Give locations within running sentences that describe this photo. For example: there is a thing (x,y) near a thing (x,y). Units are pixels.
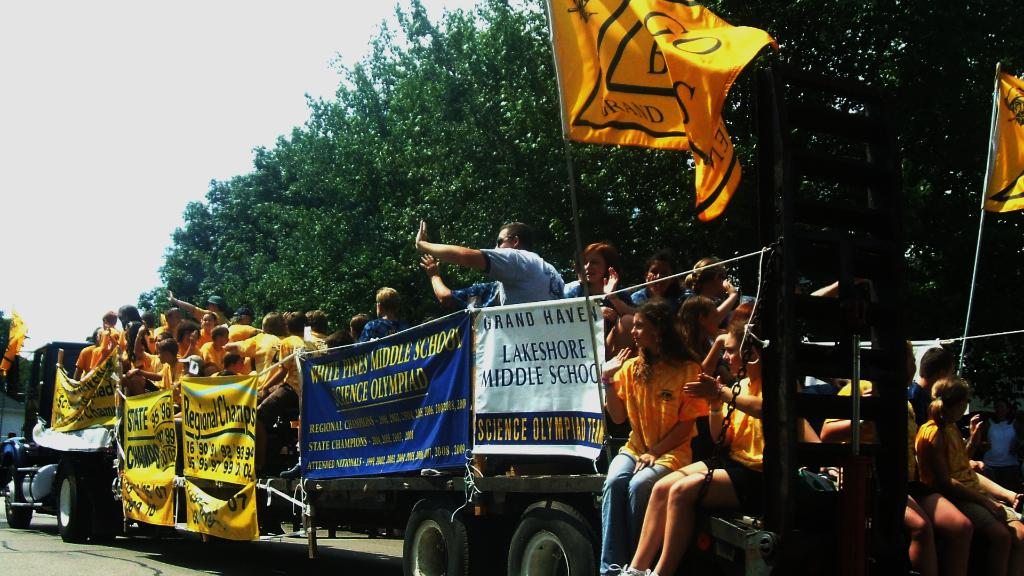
In this image there is the sky (122,104), there are trees (452,127), there are persons (607,325) on the vehicle (540,506), there are flags (669,69), there are banners (504,366) with text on it, there is a road (16,551), there is a flag (1009,151) truncated towards the right of the image (985,213).
